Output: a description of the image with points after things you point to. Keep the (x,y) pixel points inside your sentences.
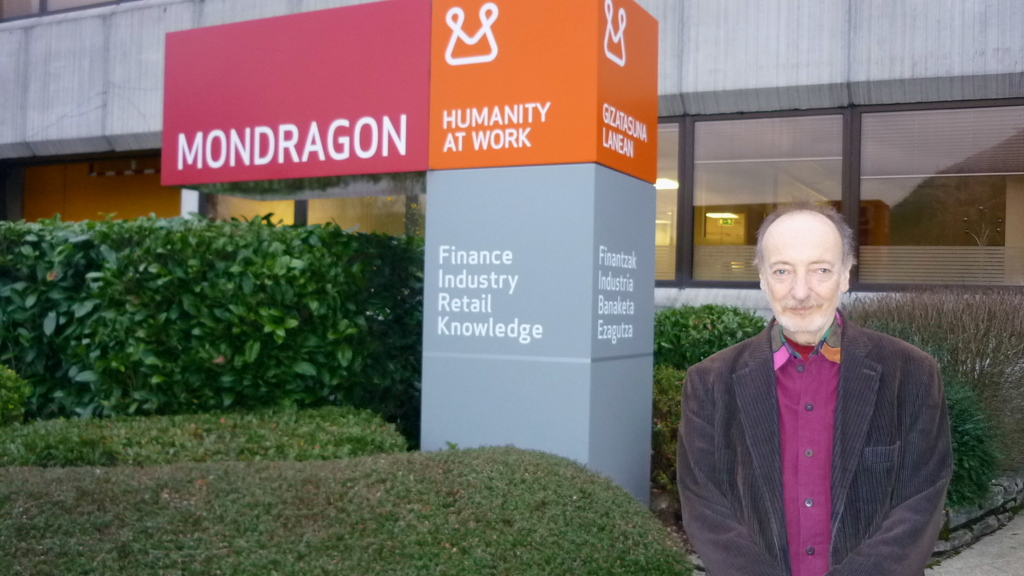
In this image in front (838,442) there is a person (804,460) wearing a smile on his face (767,287). At the bottom (508,521) there is grass (370,508) on the surface (391,496). We can see plants (327,313) and display boards (620,323) in the center of the image (500,329). On the backside (834,168) there is a building (711,154) and we can see there are lights (711,214) inside the building (711,197).
